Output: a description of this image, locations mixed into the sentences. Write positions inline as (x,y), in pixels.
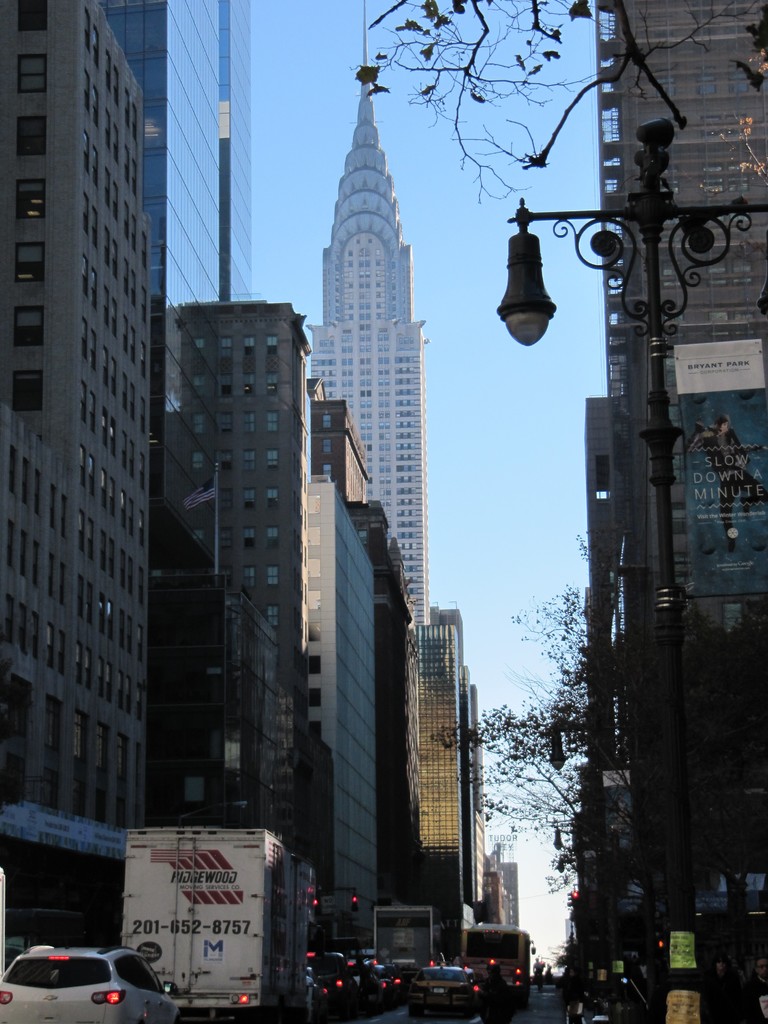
On the left side (193,949), there are vehicles (143,891) on the road (222,1010). On both sides of this road (190,1010), there are buildings (300,526). On the right side (610,266), there is a light (529,297) attached to a pole (634,206). In the background (530,602), there is the blue sky (412,98).
